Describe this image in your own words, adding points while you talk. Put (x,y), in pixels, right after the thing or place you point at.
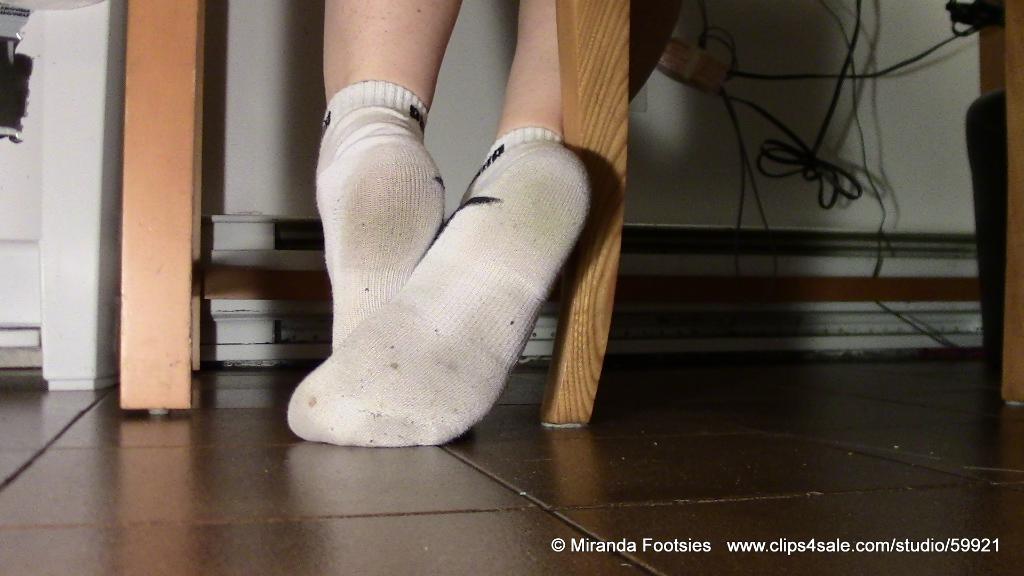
Here we can see legs (396,302) of a person (379,360). This is floor (564,490). In the background (868,202) there is a wall (899,127).
